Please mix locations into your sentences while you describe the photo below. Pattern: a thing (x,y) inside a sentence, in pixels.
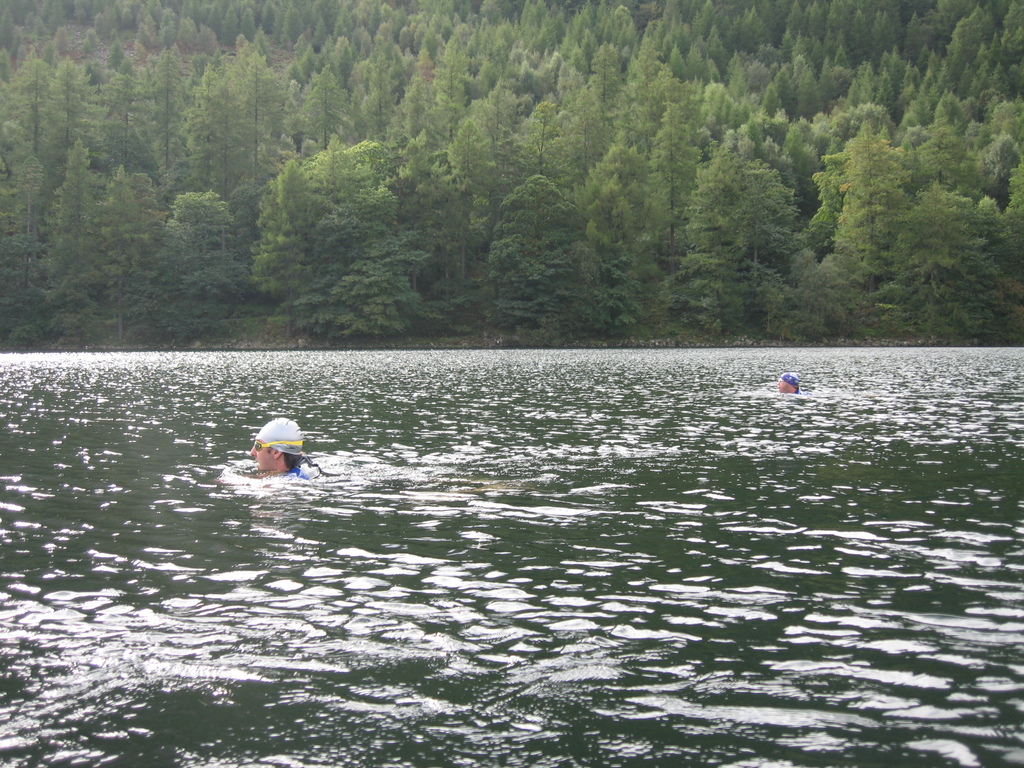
In this picture I can see two people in the water (458,546). I can see trees (544,257) in the background (540,120).
